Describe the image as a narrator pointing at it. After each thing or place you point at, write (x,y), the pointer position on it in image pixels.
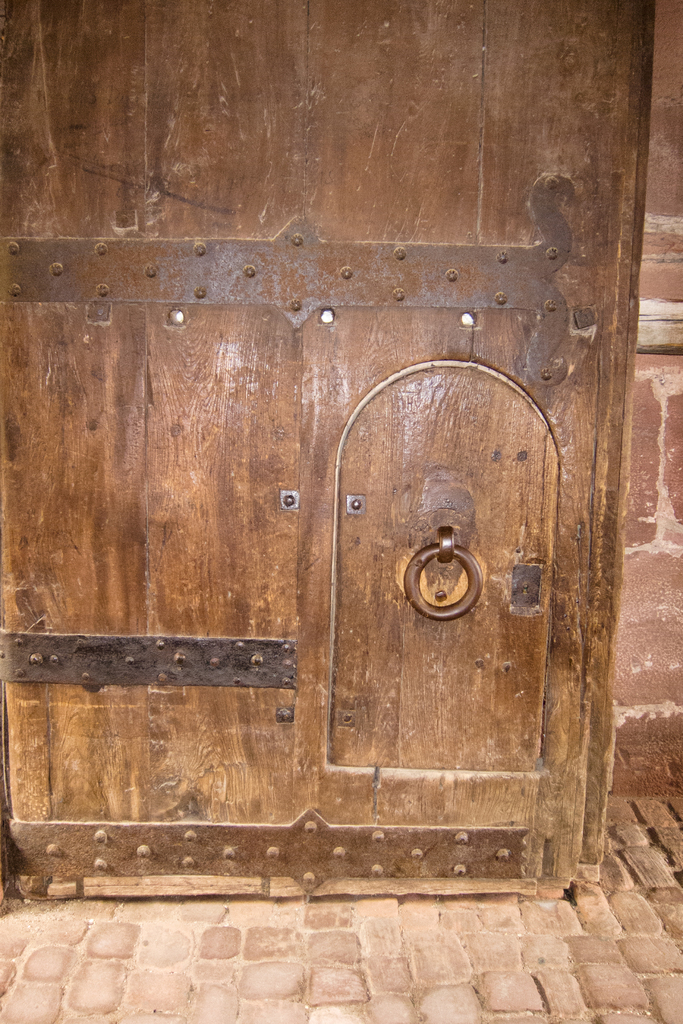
In this image in front (415,691) there is a wooden door (371,576). Behind the door (584,349) there is a wall (653,740). At the bottom of the image (347,964) there is a floor (363,952).
